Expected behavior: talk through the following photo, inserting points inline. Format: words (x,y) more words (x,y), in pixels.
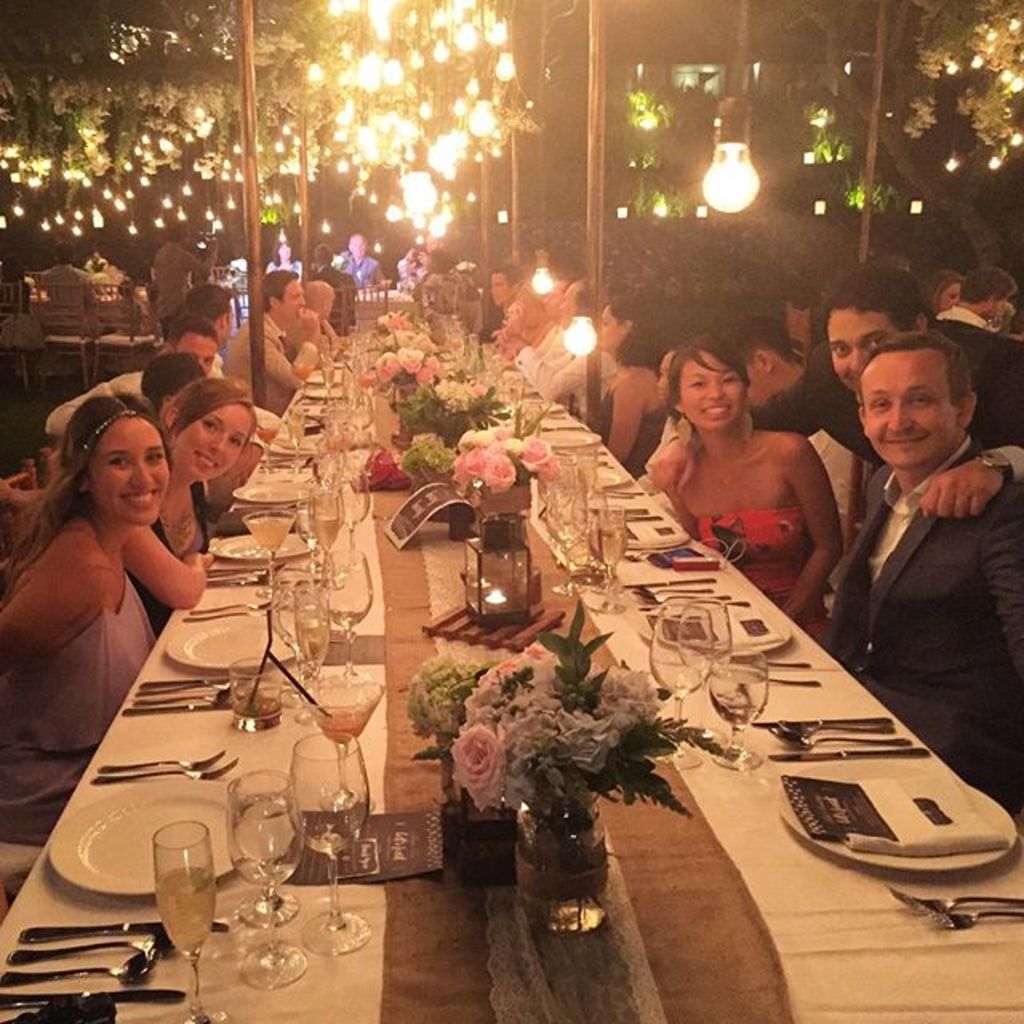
In this image i can see a number of people (197,372) sitting on chairs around the table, On the table (678,594) i can see few flower vases (467,432), few plates (208,813), few glasses (319,617), few spoons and few papers (384,827). In the background (242,230) i can see few trees (153,129), few lights (369,128), a building (682,84) and few other people (366,263).
